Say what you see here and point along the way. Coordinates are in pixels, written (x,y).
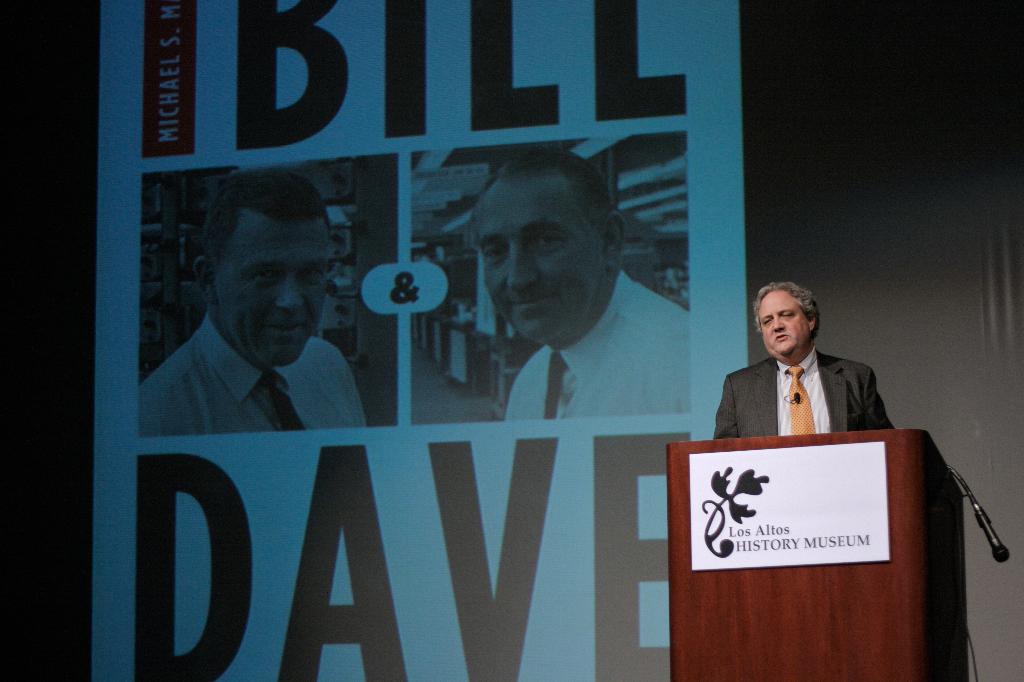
In this image there is a person (800,389) standing in front of a podium (669,531), on that podium (776,516) there is some text (799,536) written, in the background (653,235) there is poster (458,667), on that poster (168,470) there are two photos (324,246) of a person (578,285) and there is some text (235,556).
